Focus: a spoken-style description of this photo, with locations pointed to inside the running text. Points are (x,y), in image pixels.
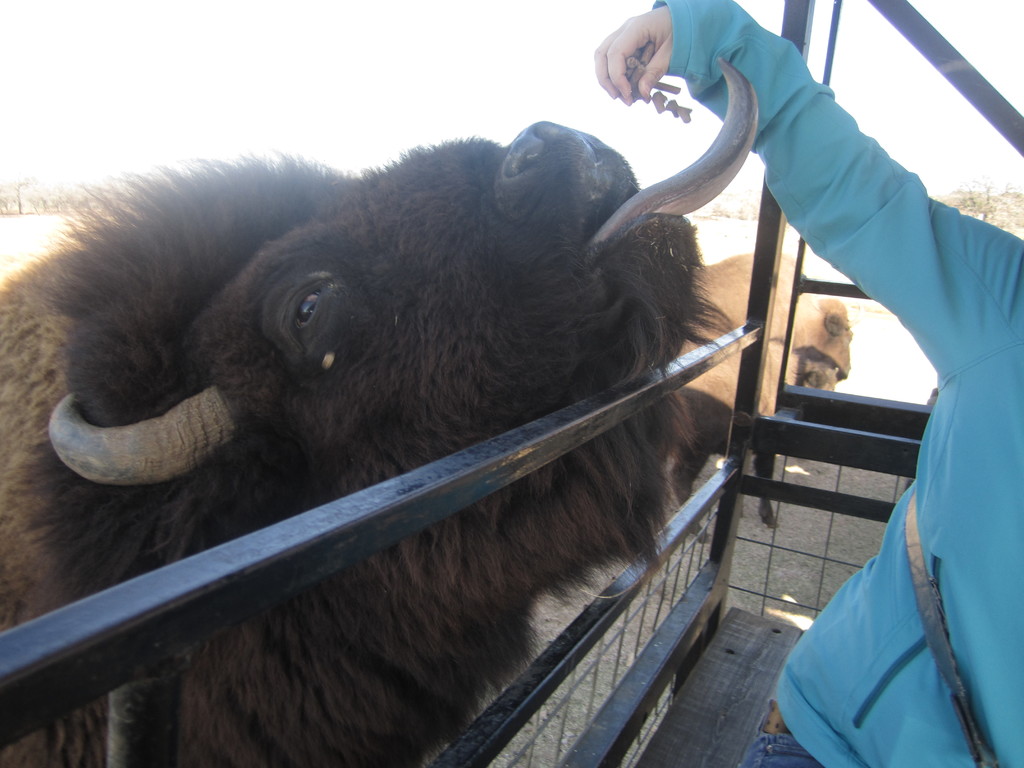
In this picture we can see a person (1008,282) giving food (639,75) to an animal (565,556). There is a cage (657,696). We can see few trees (19,205) in the background (35,193).
